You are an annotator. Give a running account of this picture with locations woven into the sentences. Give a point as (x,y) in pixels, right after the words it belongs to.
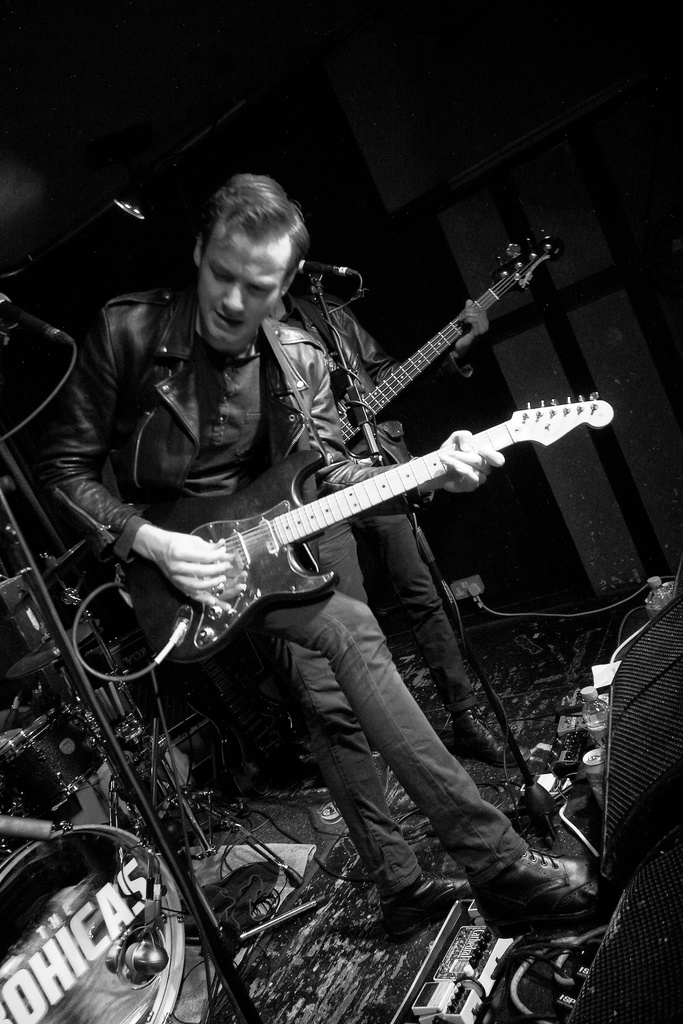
In this image in the center (262,473) there is one man (227,278) who is standing and he is holding a guitar (200,536). Beside him there is another man (336,351) who is standing and he is also holding a guitar (408,357). In front of him there is one mike (412,504), on the background (362,146) there is a wall (324,104) on the bottom (472,925) there are some sound systems (613,862).
